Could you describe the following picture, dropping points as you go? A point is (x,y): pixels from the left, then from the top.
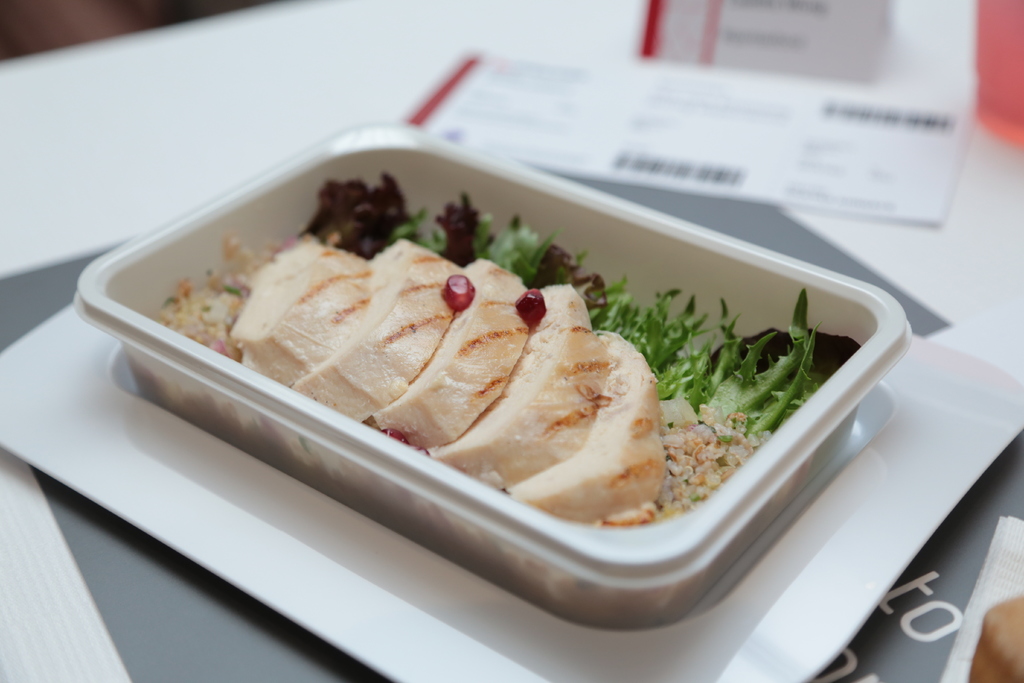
In this image there is a table (961,605), on that table (976,151) there is a plate (111,374), on that plate (103,362) there is a box (700,262), in that box (154,259) there are food items (457,278), in the background (560,17) it is blurred.
